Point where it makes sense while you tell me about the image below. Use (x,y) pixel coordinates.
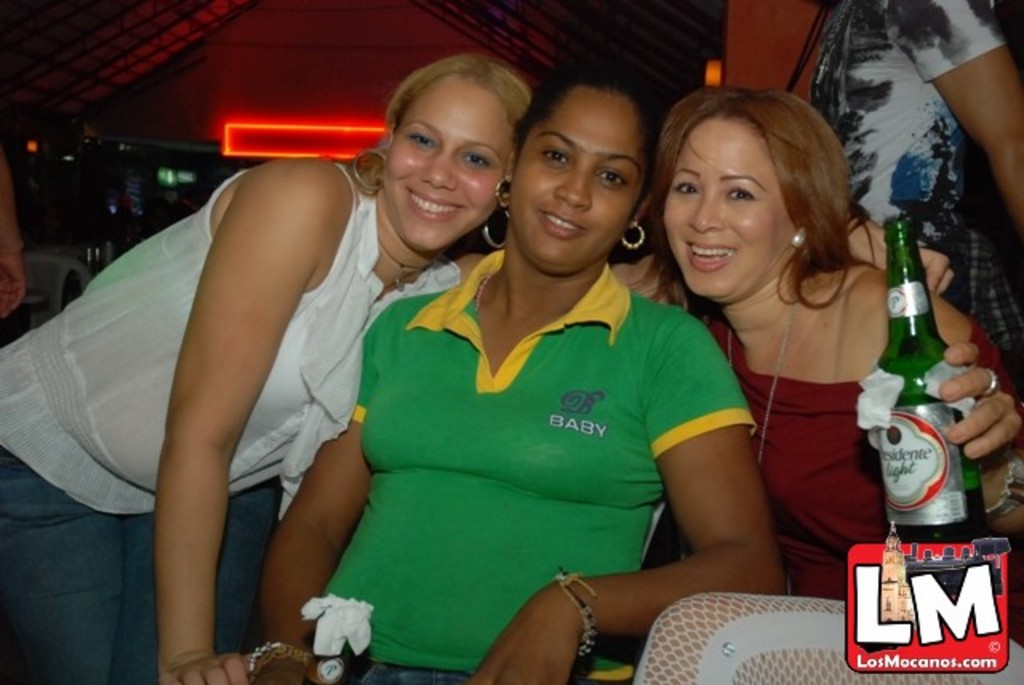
In the image there are three women (495,424) and one of right side (779,430) holding beer bottle (923,367) and back side of him there is red neon light (278,138).
